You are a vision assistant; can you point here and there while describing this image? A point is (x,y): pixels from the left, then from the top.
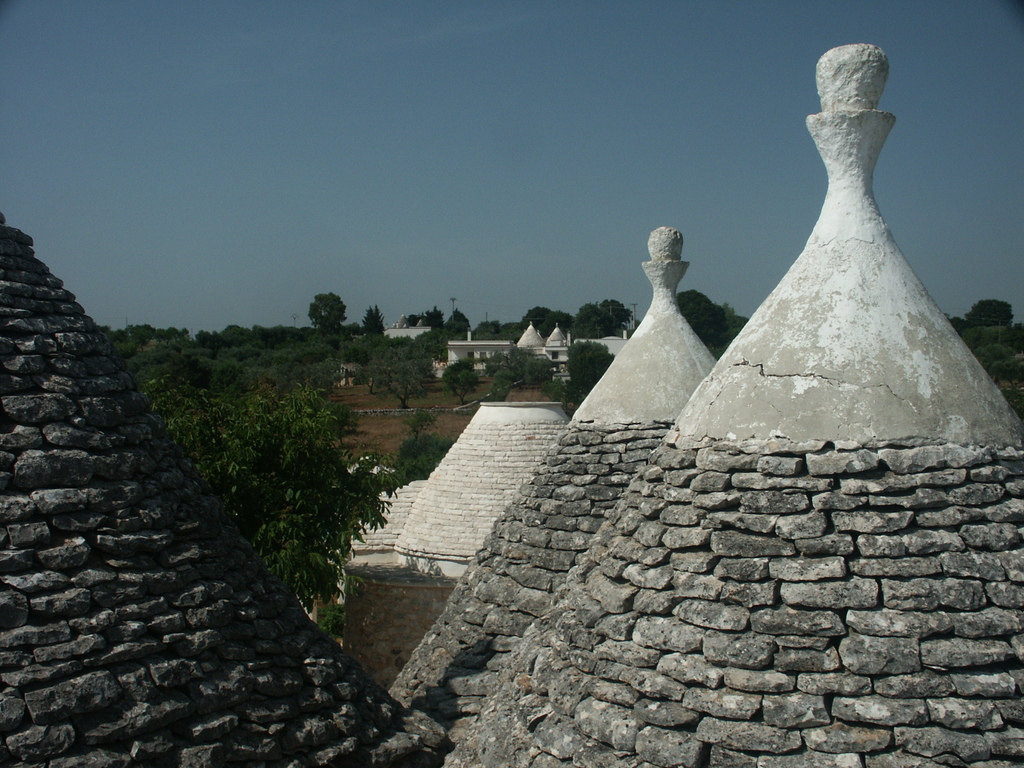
In this image we can see a group of buildings (780,511) made with stones (708,650). In the background (269,519), we can see a group of trees (537,370), building (529,333) and sky (385,156).
